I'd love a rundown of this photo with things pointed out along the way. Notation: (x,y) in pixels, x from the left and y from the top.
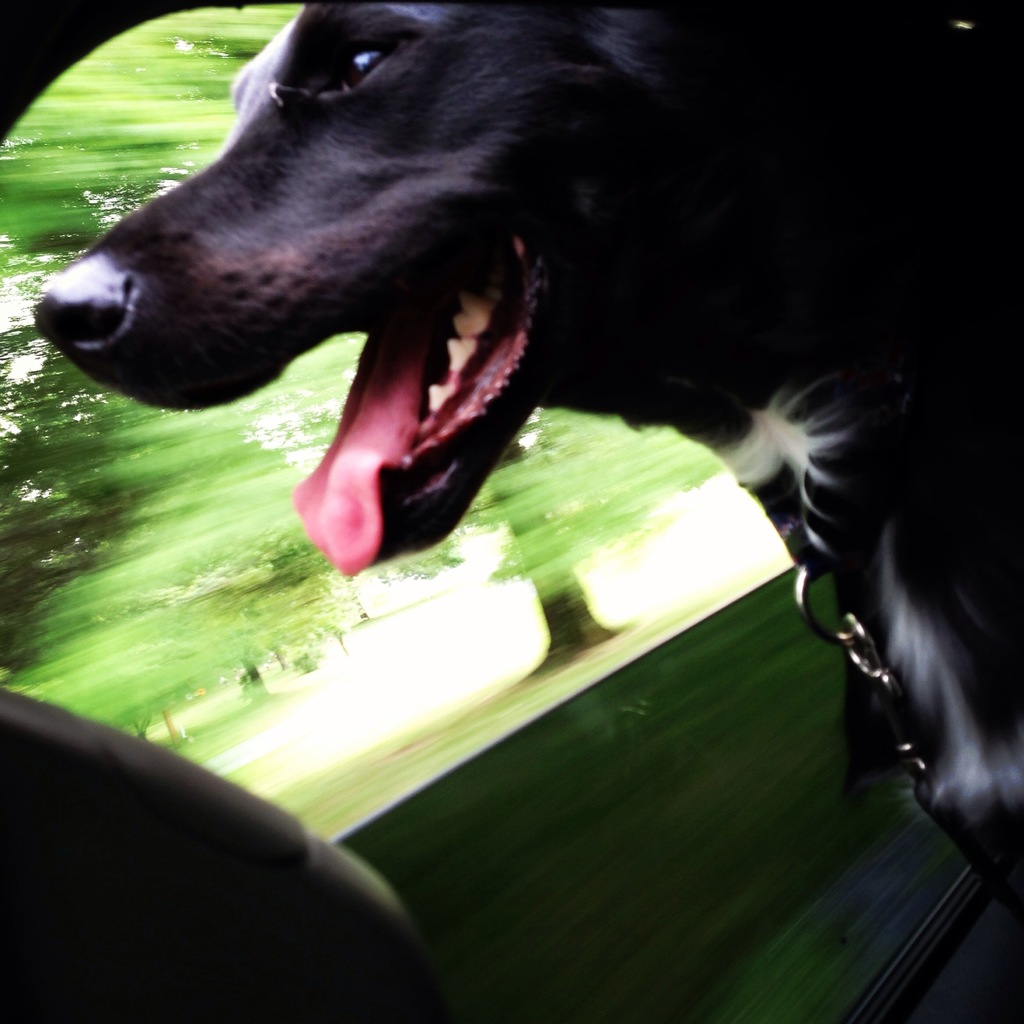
In this image I can see a black colour dog (448,400) in the vehicle (600,779). In the background (418,636) I can see number of trees (263,634), grass ground (484,626) and I can also see this image is little bit blurry.
